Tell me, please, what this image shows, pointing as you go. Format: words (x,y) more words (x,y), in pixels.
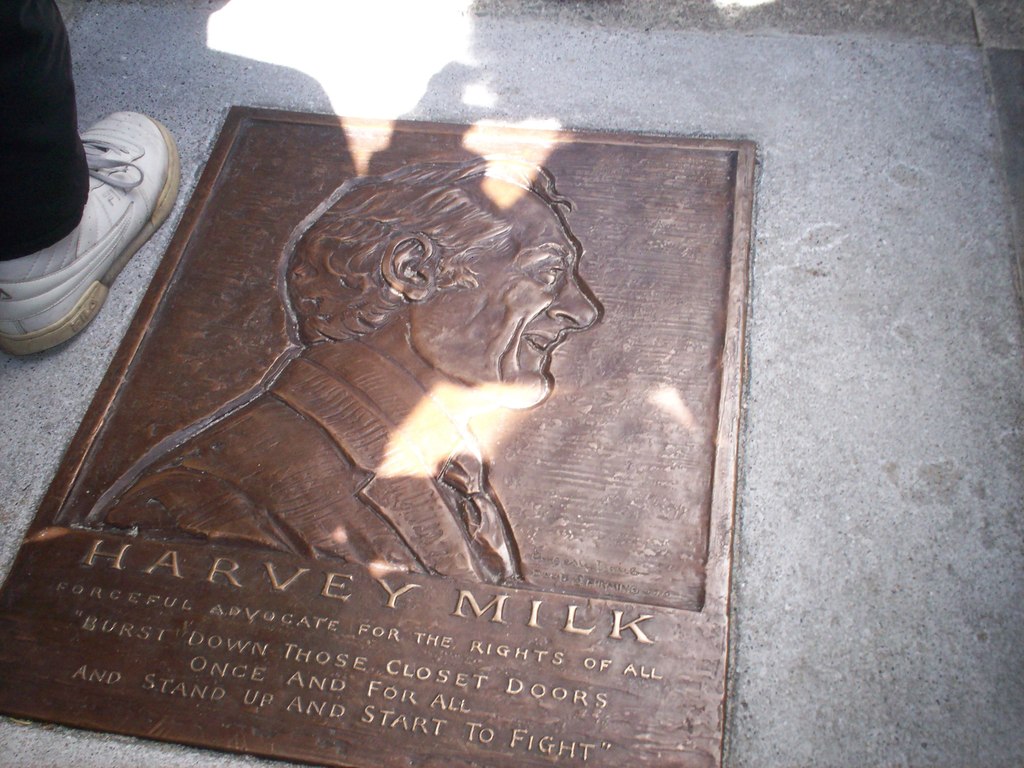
In this image I can see a memorial (474,496) on the ground (846,532) on which I can see an image (424,433) of a person (310,372) and some text (273,571). On the left top of the image (53,134) I can see a person's leg (62,196) wearing white color shoe (95,271).
